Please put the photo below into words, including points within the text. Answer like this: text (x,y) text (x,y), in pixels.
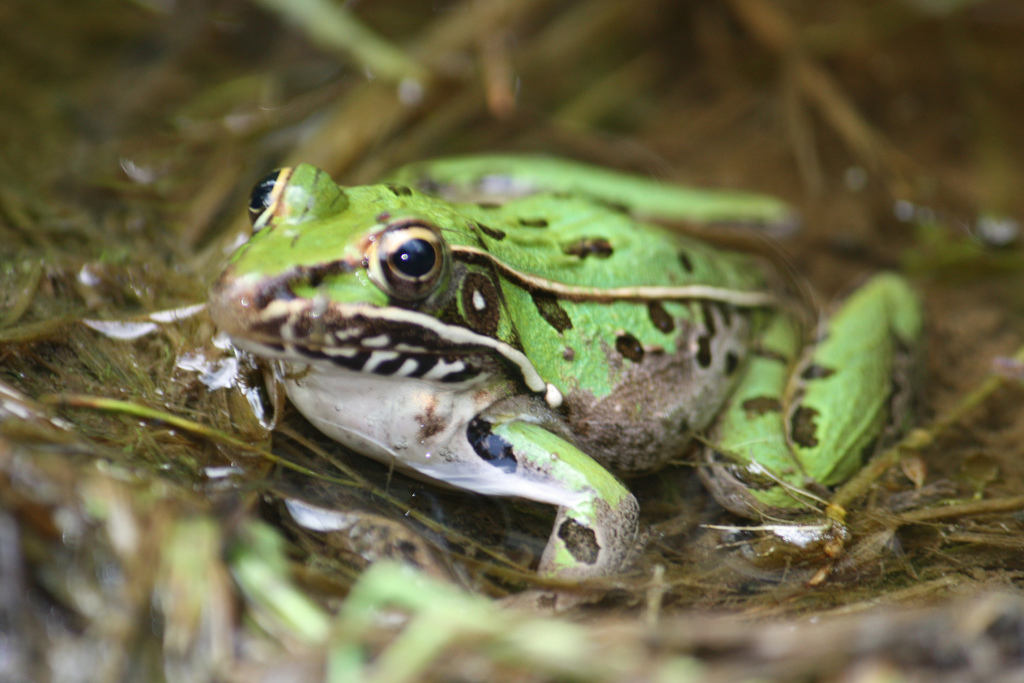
In this image we can see a frog (550,392) in the water (182,264). At the bottom (301,612) there is grass (216,575).
